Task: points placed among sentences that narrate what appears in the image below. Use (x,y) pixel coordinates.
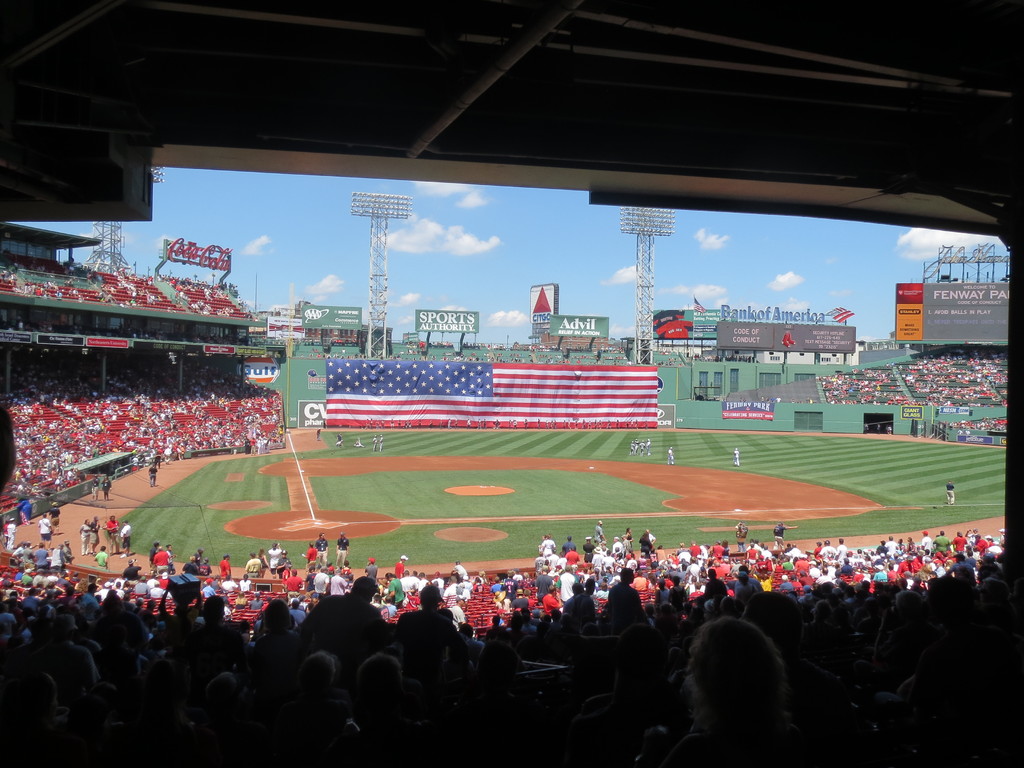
In the picture we can see a stadium (281,520) with a playground (561,529) with some parts of the green color mat (946,520) and on it we can see some people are standing with a sportswear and around the ground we can see audience (963,630) are sitting in the chairs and in the background (827,234), we can see a wall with the United States of America flag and beside it we can see a green color wall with railing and behind it we can see two towers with lights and behind it we can see the sky (347,264) with clouds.
